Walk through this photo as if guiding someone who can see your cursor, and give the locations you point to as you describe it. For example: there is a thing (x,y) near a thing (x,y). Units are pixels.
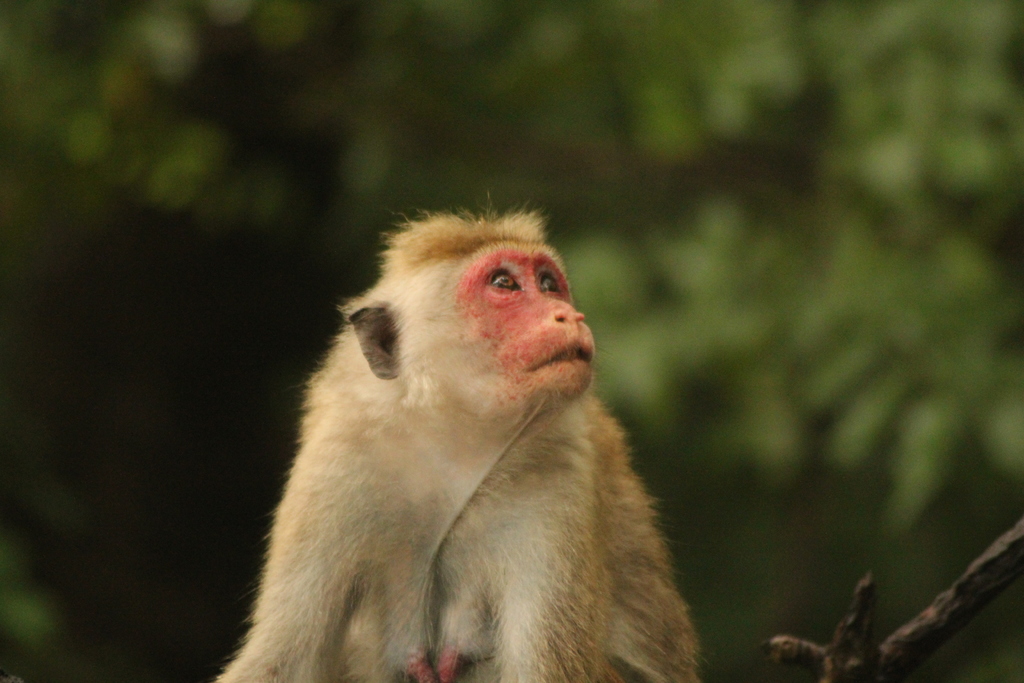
In this image I can see the monkey (422,433) in brown and white color. Background (974,114) is in green and black color.
